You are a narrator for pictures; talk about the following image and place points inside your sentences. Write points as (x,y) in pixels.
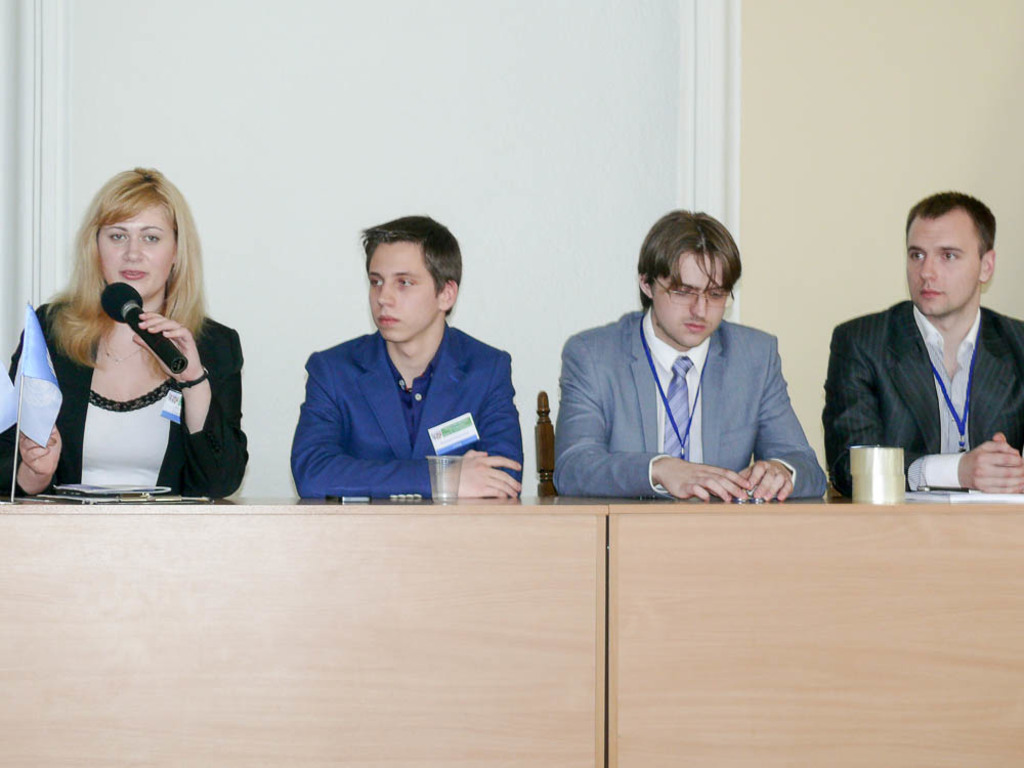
In this image in the center (497,399) there are four people (227,428) who are sitting and one person (138,389) is holding a mike (136,321) and talking, and there is a table (554,562). On the table (862,656) there are some papers (96,487), flag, glass (457,495), tapes (895,498) and books (980,497) and in the background (318,143) there is wall (749,43).
